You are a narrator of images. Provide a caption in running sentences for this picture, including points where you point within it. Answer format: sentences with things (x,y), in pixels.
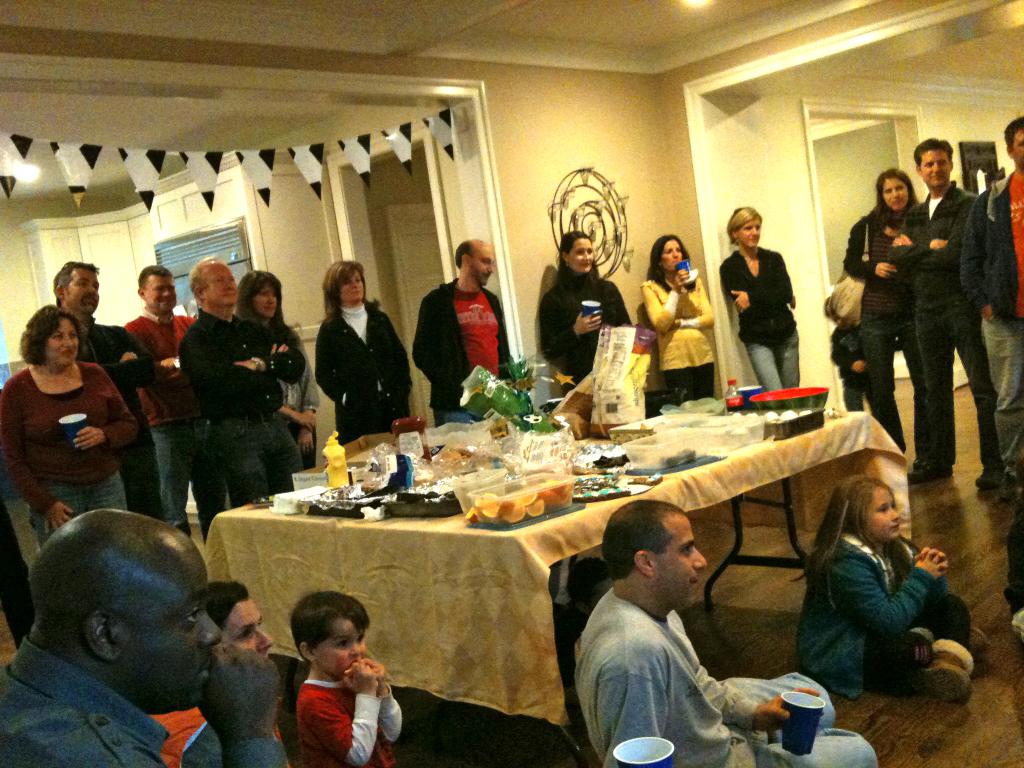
This image is taken inside a room (724,296). At the background (517,340) there is a walls (508,173) with doors (818,168). At the top of the image (379,27) there is a roof (715,11) and lights (698,7). At the bottom of the image (924,749) there is a floor (978,722). In the middle of the image (594,507) there is a table (494,618) with a table cloth (379,521) on it and there were few things (485,470) on it like food items (533,495), bowls (527,483), plates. There were many people (705,374) in this room (939,755) standing and sitting and looking to one side.
